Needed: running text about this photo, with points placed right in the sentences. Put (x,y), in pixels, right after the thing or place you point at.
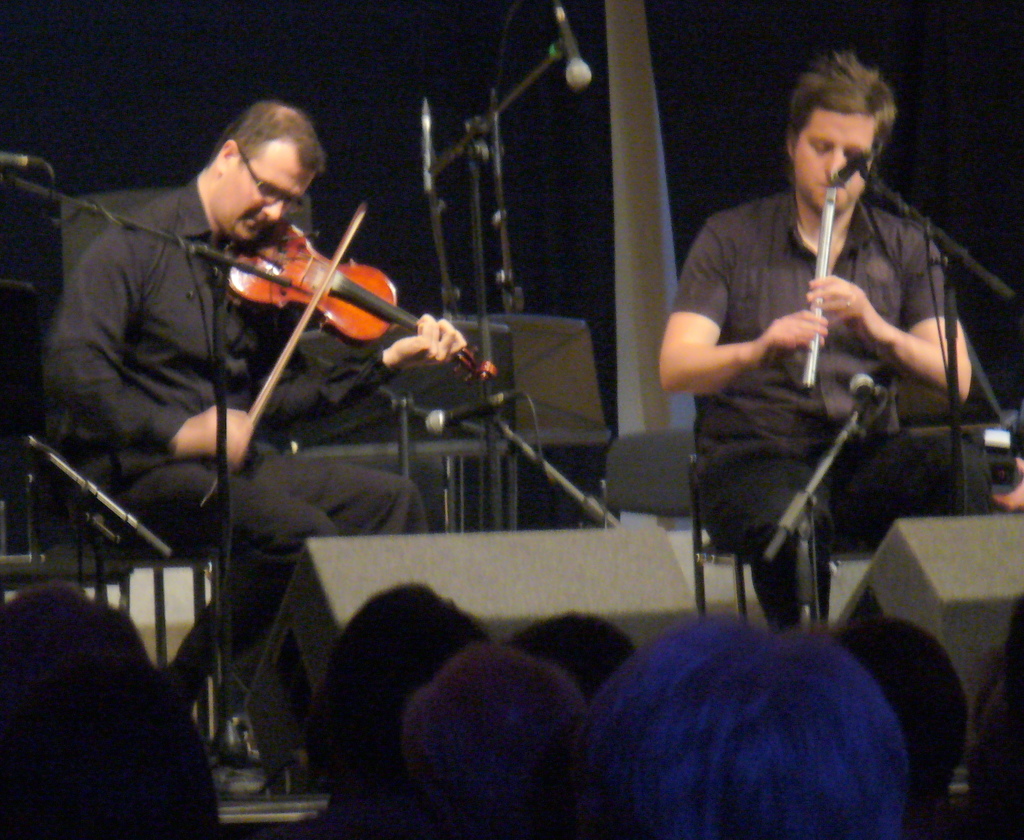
In the given image we can see two men (812,263) sitting on chair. These are the musical instruments (337,290). This is a microphone (850,169) and the audience (490,711) are enjoying the show.
